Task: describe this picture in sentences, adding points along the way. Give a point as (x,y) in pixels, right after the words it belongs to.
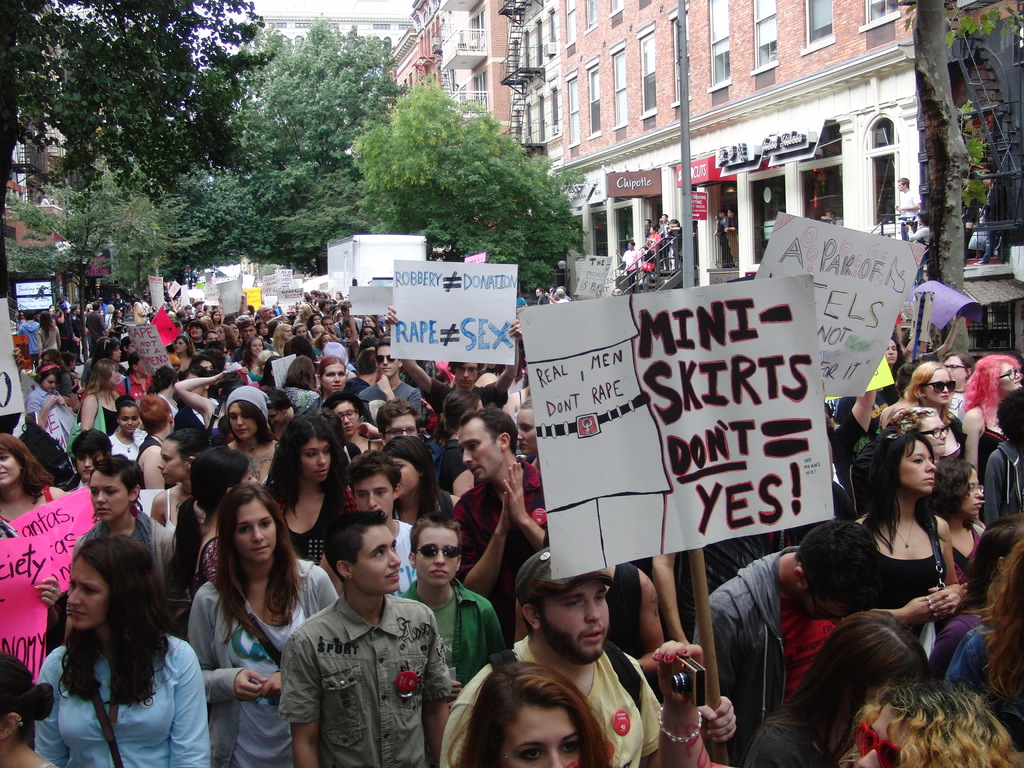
In this picture I can see a few people (480,547) standing and holding banner board (635,490). I can see the buildings (789,122) on the right side (747,134). I can see trees (245,176) on the left side (185,177). I can see the buildings (618,144) in the background (540,100). I can see a pole (690,203).
